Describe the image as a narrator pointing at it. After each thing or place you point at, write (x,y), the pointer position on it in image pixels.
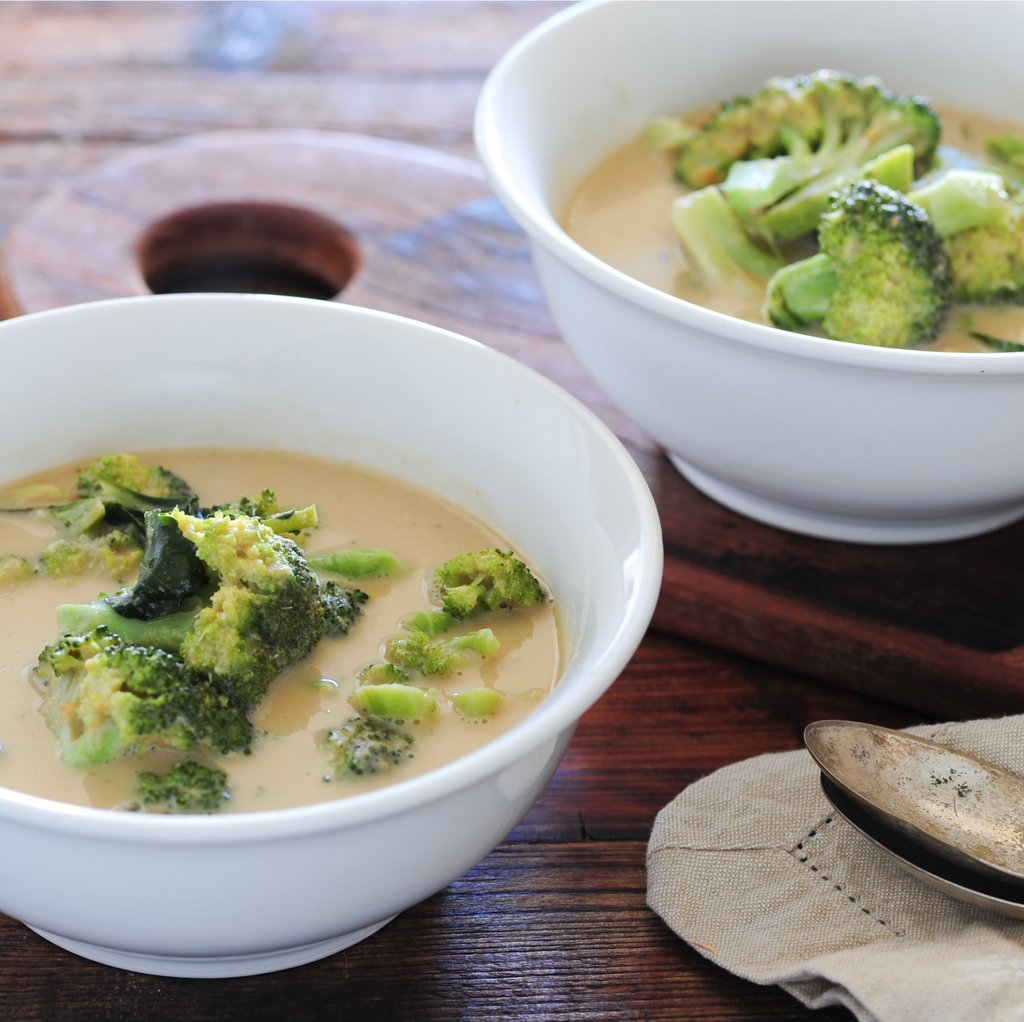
This image consists of food (793,247) which is in the bowls (538,504), which are white in colour in the center (664,358) and on the bottom right (956,819) there are spoons (918,814) and there is a cloth (782,870).
